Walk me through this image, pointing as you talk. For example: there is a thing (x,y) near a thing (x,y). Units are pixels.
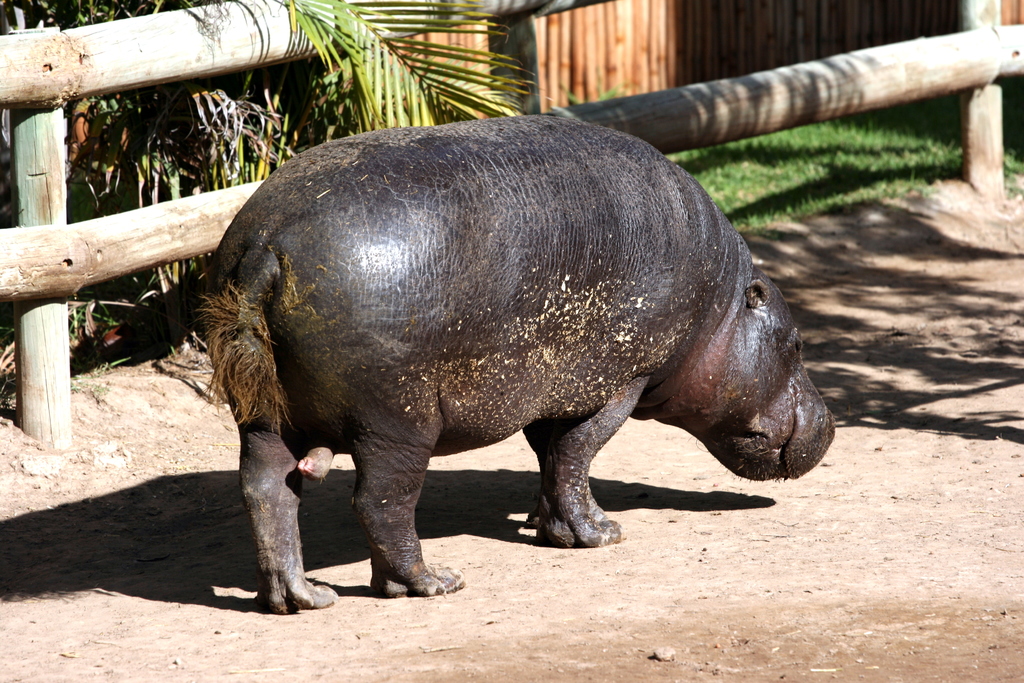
In this image, we can see a hippopotamus (508,369) on the ground (757,565). Top of the image (779,99), we can see wooden fences (184,209), plants (124,101) and grass (809,185).
